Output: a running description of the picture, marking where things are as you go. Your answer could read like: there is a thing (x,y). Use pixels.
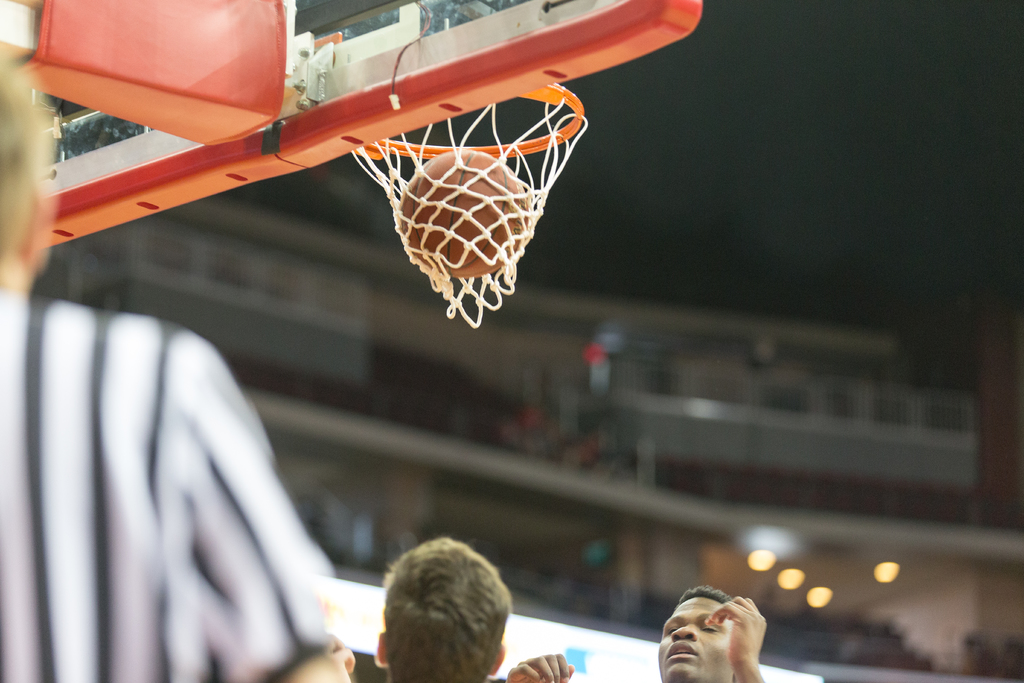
At the bottom of this image (487,626) I can see two person's heads (459,636). On the left side (62,543) there is a person (60,461) facing towards the back side (72,414). At the top of the image (174,131) there is a basketball hoop (258,100) and there is a ball (433,205) in the net (392,198). The background (407,487) is blurred. In the background (450,414) there is a building (716,447) and few lights (790,568).
